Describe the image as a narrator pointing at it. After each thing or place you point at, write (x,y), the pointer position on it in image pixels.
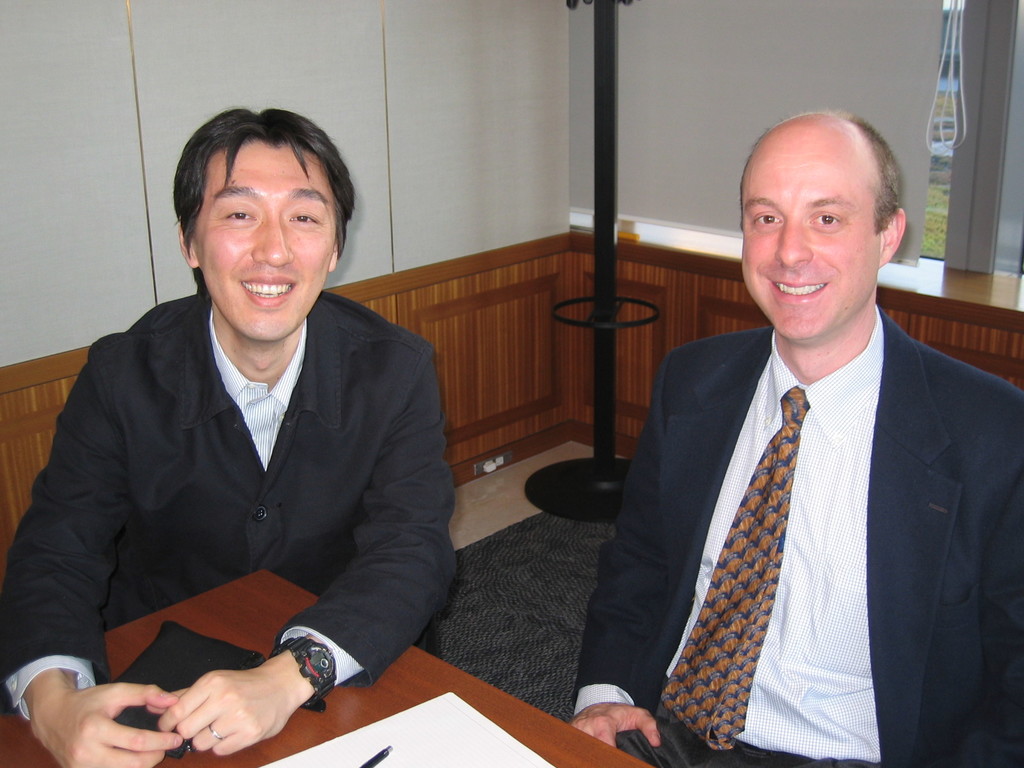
This picture shows the inner view of a room (222,104). There are two people (844,551) sitting near to the wooden table (235,619), one paper (436,722), one pen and one object (223,652) on the table (261,592). There is one pole stand (599,110), one black carpet (530,588) on the floor (509,482), glass window (946,117) with white curtains (578,80), some wires (943,130) and some grass (943,194) on the ground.
